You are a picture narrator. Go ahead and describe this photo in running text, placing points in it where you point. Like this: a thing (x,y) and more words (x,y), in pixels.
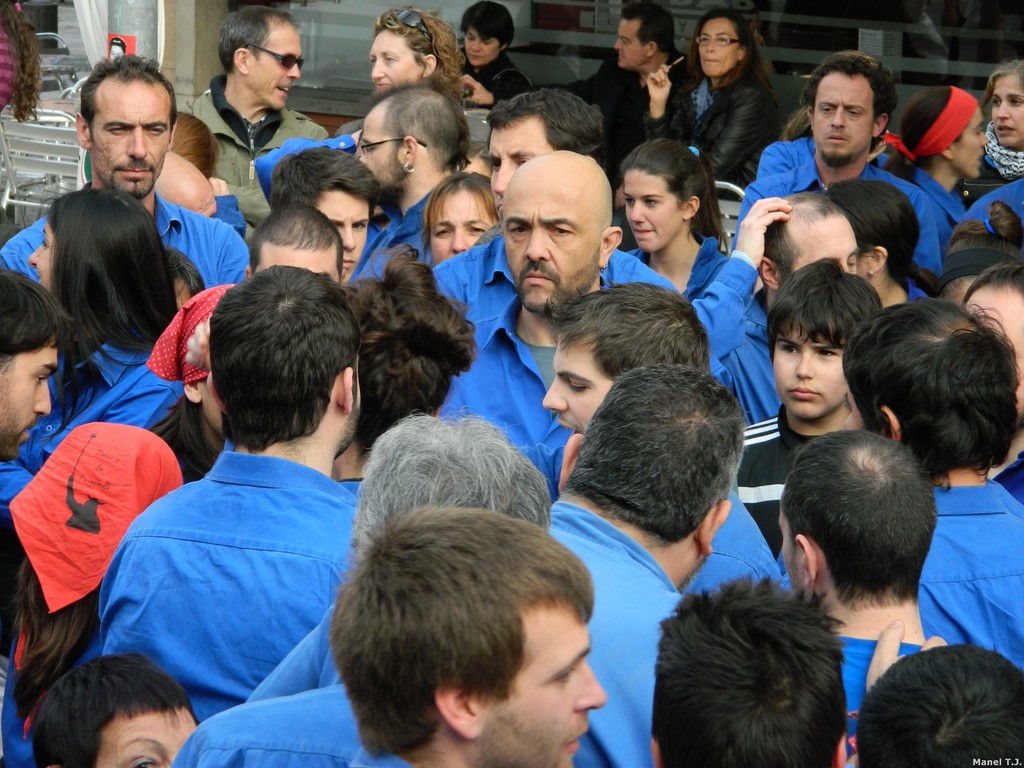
In the center of the image (489,334) we can see a few people (598,512) are standing and they are in blue shirts (636,575). In the background (217,71) there is a wall (217,71), glass (308,36), chairs (26,148), few people (719,38) are sitting and a few other objects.
